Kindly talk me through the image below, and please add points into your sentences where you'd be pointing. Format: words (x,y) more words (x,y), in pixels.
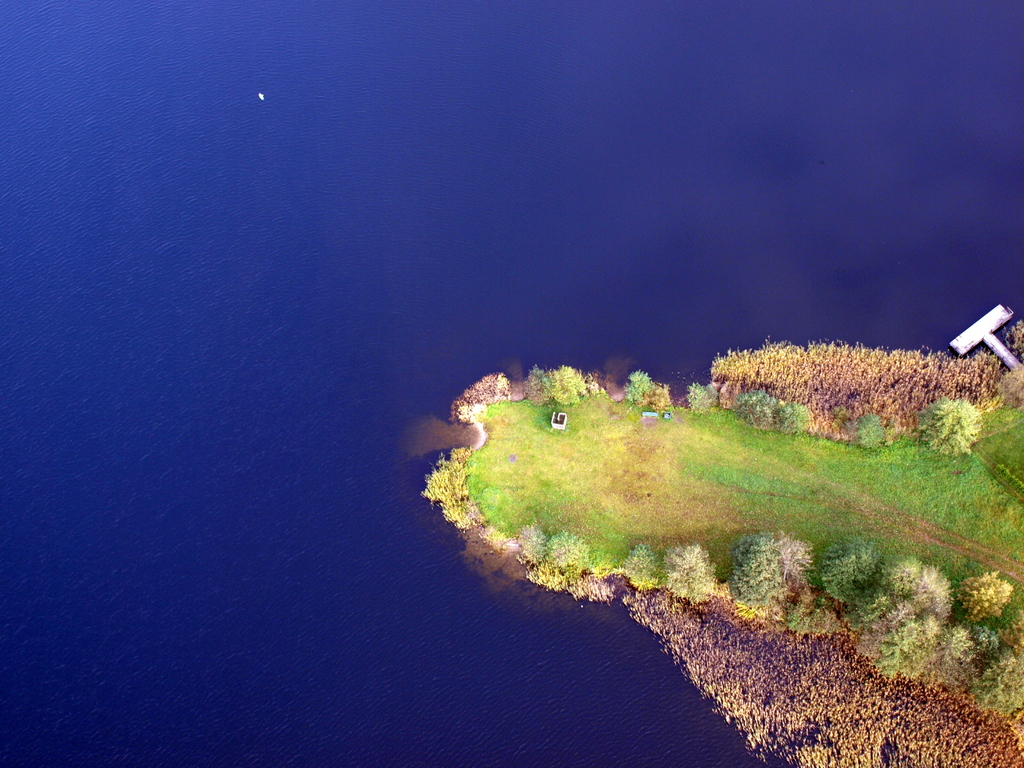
In this image on the right (697,453), there is an island (789,634) in that there are trees (863,596), plants (904,413), land (949,542) and grass (617,496). On the left (291,462) there is water (185,433).
